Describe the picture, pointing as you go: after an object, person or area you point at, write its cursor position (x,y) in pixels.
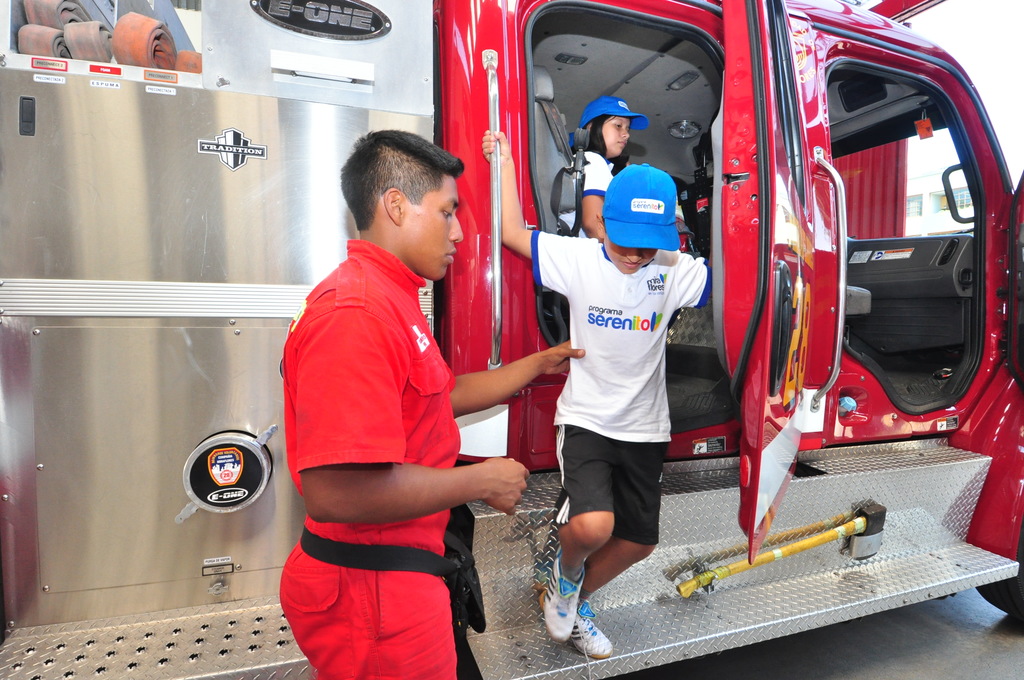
Person (360,340) standing wearing red color clothes (367,600), there are two child (611,300) wearing white color t shirt (624,297), here there is a vehicle (475,113) which is of red and silver color and this is a ground (923,651).
